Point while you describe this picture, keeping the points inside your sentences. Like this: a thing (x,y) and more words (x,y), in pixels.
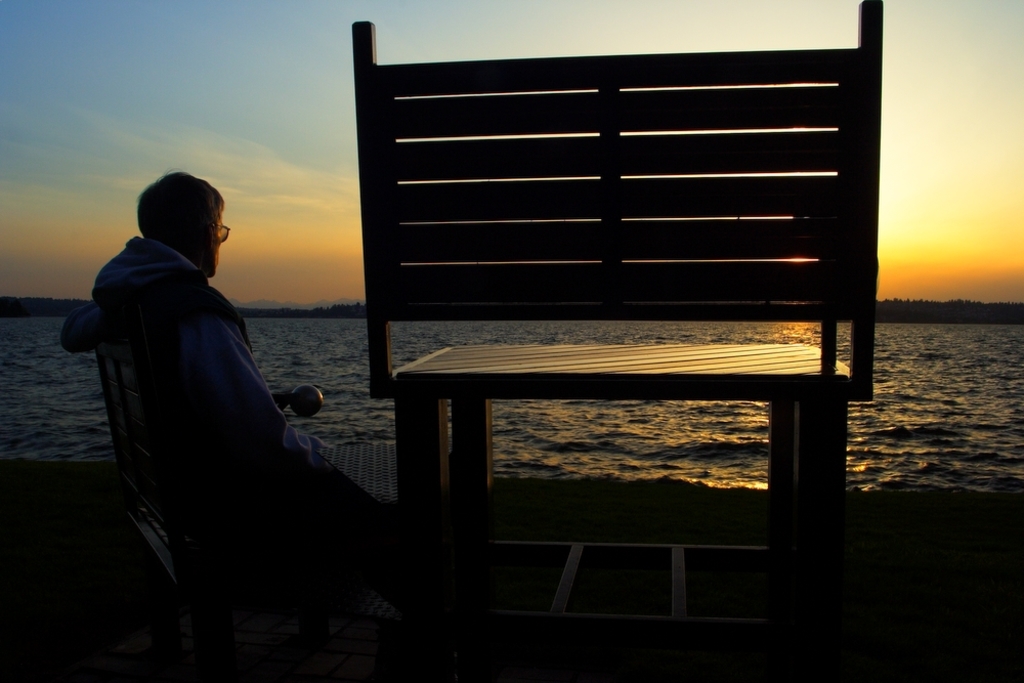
In the center of the image (464,396), we can see a bench (451,367) and there is a person (155,280) wearing a coat (180,258) and glasses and sitting on the chair (221,600). In the background (899,469), there is water (930,353) and we can see sunset (293,236).
